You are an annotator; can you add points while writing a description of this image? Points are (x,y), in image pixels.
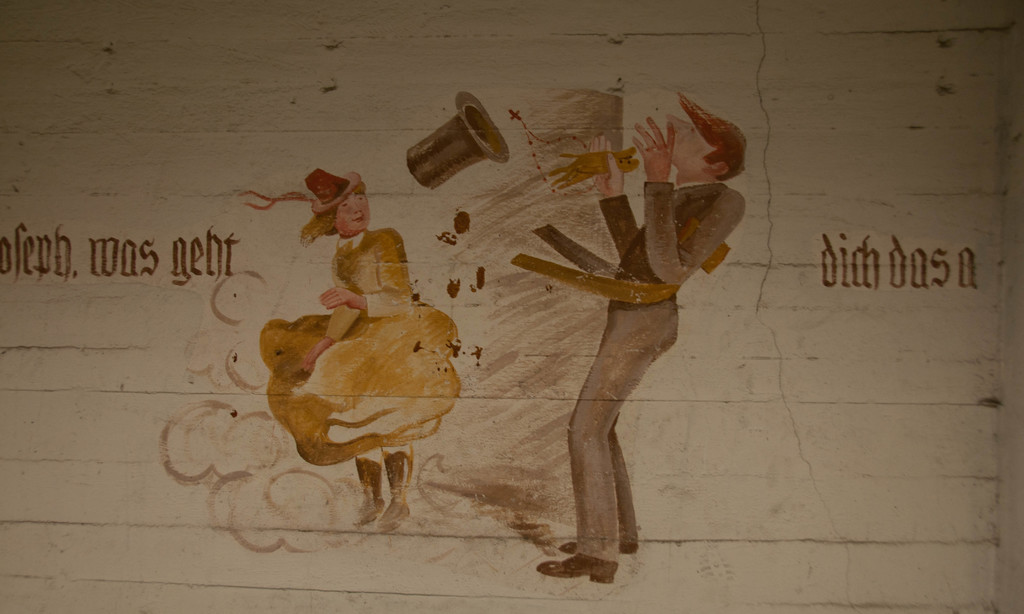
In this image there is a wall (246,119) and there is a painting (440,475) on it. In this painting (697,240) we can see two people (660,218). In the center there is a hat (504,142) and there is text (57,237).
